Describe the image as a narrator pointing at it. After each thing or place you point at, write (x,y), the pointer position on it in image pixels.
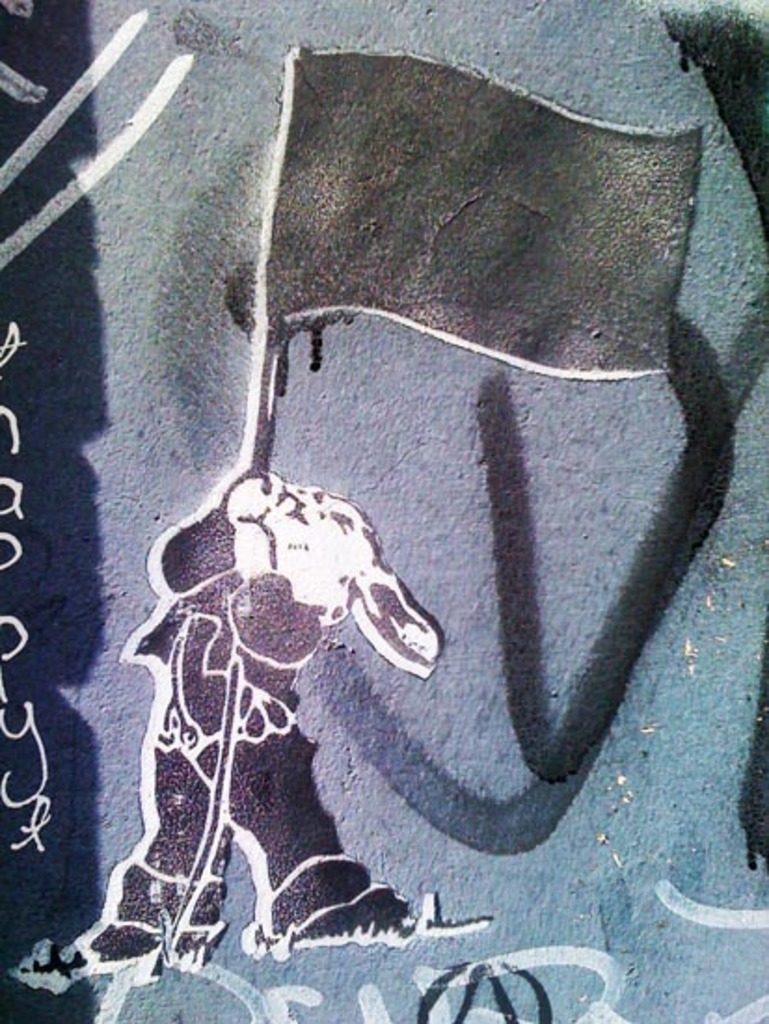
In this image I can see a painting (361,131) on a wall (393,185). In this painting (475,245) a rabbit (254,603) is holding a flag (567,122).
